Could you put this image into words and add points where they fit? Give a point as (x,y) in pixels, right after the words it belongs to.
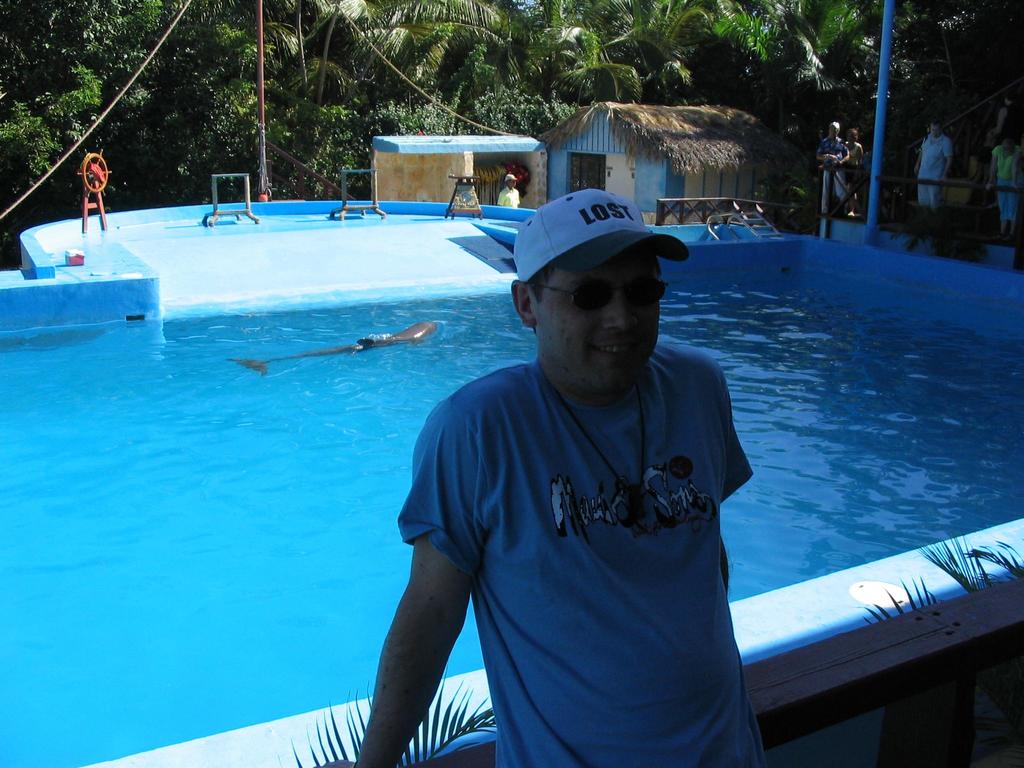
In this image I can see a person (601,590) wearing t shirt (601,590) and cap (583,245) is standing. In the background (144,493) I can see a swimming pool (245,481), an animal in the swimming pool (331,399), few persons (822,155) standing, a hut (775,155), few poles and few trees (706,92).
